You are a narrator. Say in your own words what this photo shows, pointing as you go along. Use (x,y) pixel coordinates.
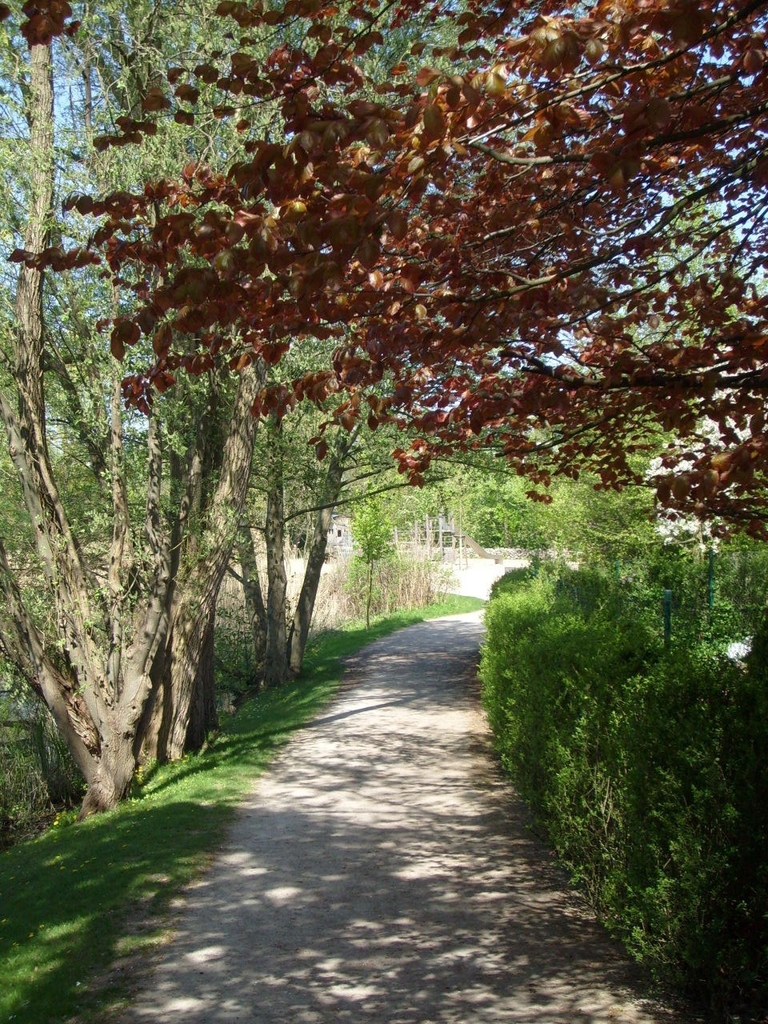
In the center of the image (453,676) there is a road (389,878). On the right side of the image (647,805) there are plants (587,667). On the left side of the image (76,865) there is grass (146,809) on the surface (228,718). In the background of the image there are trees (363,206).
